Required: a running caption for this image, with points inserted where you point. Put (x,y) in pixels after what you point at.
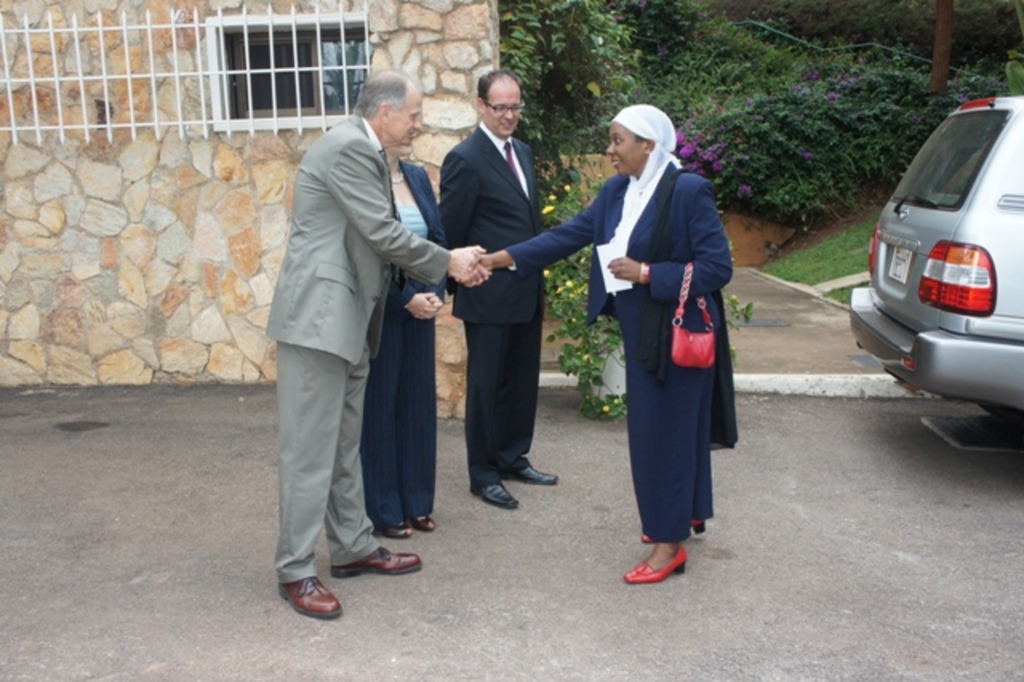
In this image I can see the group of people (491,372) with different color dresses (493,367) and one person (654,373) with the bag (684,341). To the right (986,340) I can see the vehicle (992,348). In the background (198,220) I can see the rock wall (199,208) and there is a window (240,102) to it. I can also see many trees (608,139) in the back (676,65).
